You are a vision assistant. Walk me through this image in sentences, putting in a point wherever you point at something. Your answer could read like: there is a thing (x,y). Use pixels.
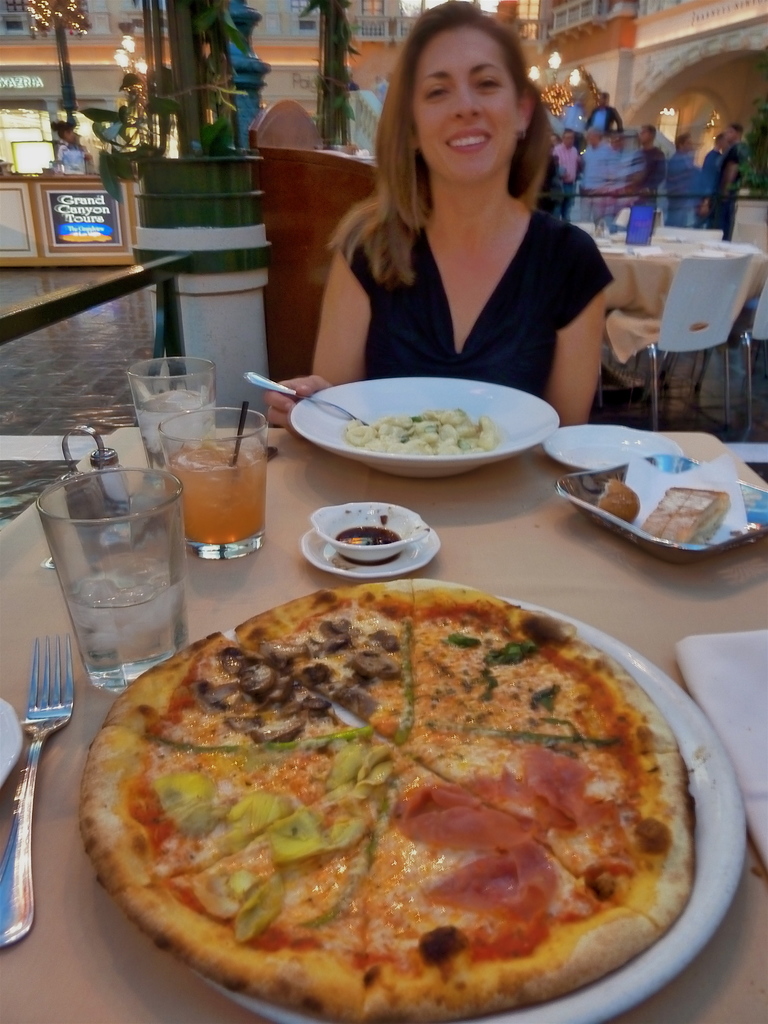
In this image I see a woman (451,216) who is smiling and sitting, I can also see that she is holding a spoon (311,398) and there is a table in front of her and there are 3 glasses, a fork (34,743) and 3 plates (753,529) in which there is food (630,744). In the background (10,15) I see the buildings (4,31), few people (608,177) and a table (608,251) with chairs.
